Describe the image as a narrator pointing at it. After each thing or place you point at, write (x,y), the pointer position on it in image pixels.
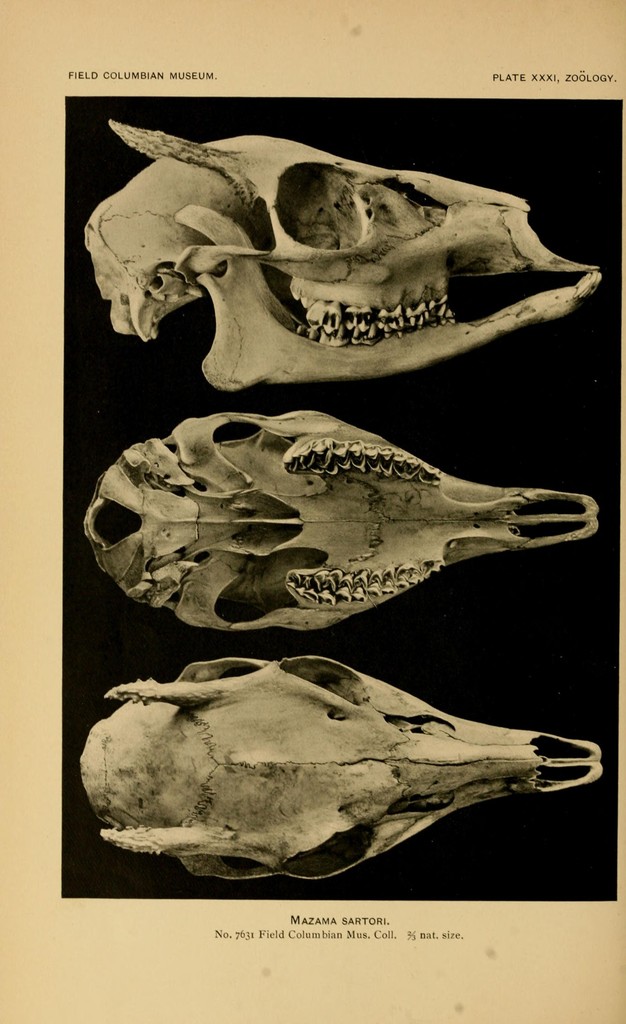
In this image there is a page (305,465) in a book (233,461) where there are three skulls (278,670) and some text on the paper (108,976).
